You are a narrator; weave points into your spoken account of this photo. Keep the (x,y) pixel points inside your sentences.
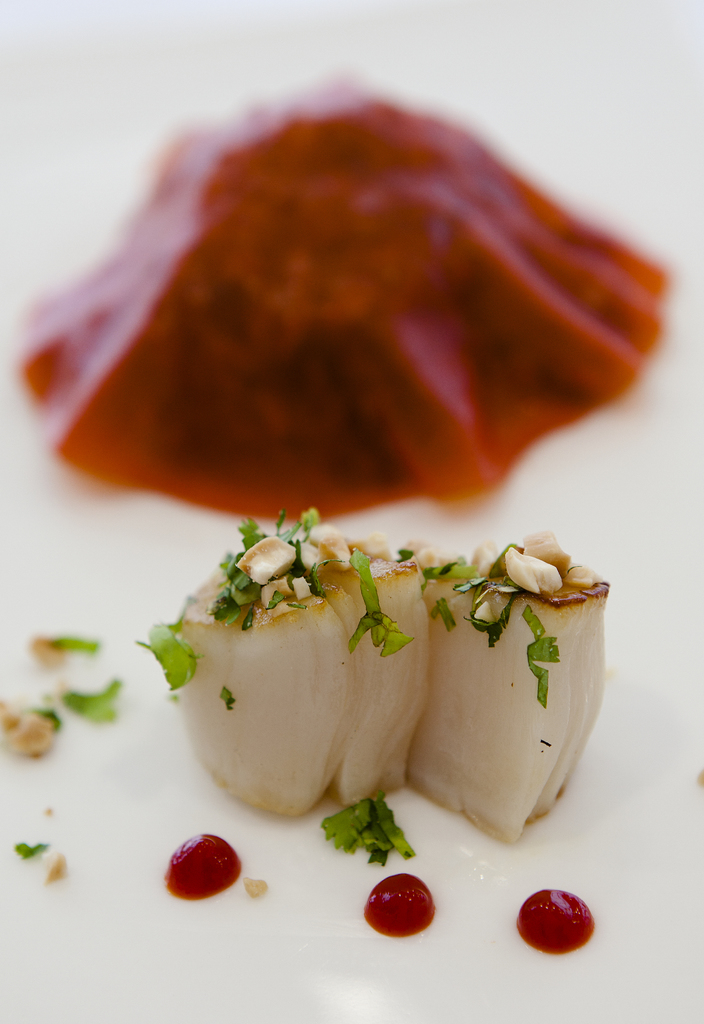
In the foreground of the picture (347,616) there is a food item (267,625). In the background (212,218) there is a red color object (314,254) and it is not clear.
